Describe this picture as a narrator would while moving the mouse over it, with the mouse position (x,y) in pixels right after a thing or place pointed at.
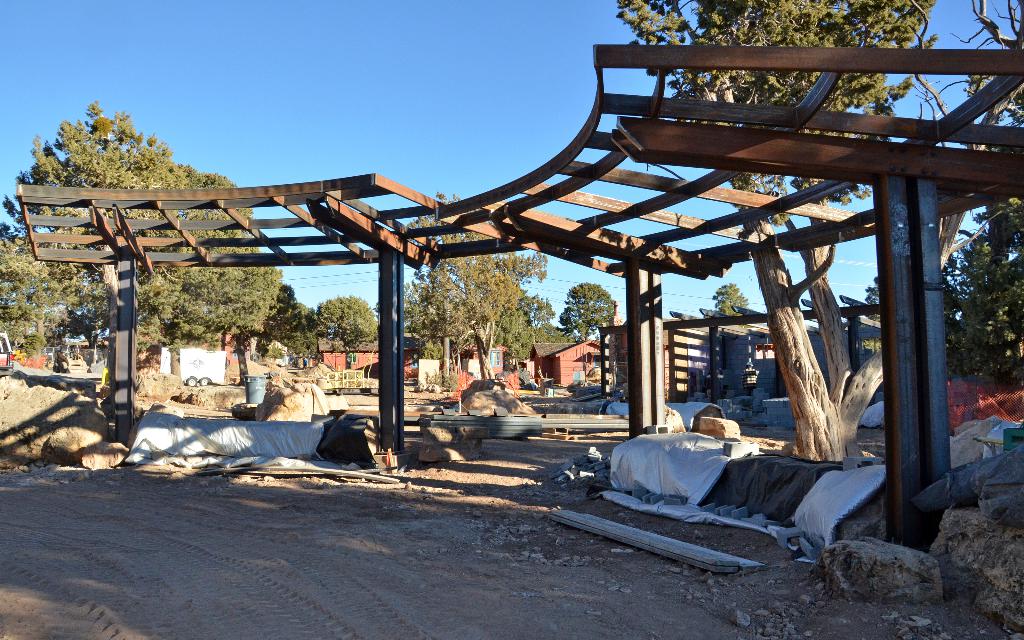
In this image there are sheds (190,262), stones (590,458), in the background (843,257) there are trees (779,286), houses (594,355) and blue sky (446,56).
